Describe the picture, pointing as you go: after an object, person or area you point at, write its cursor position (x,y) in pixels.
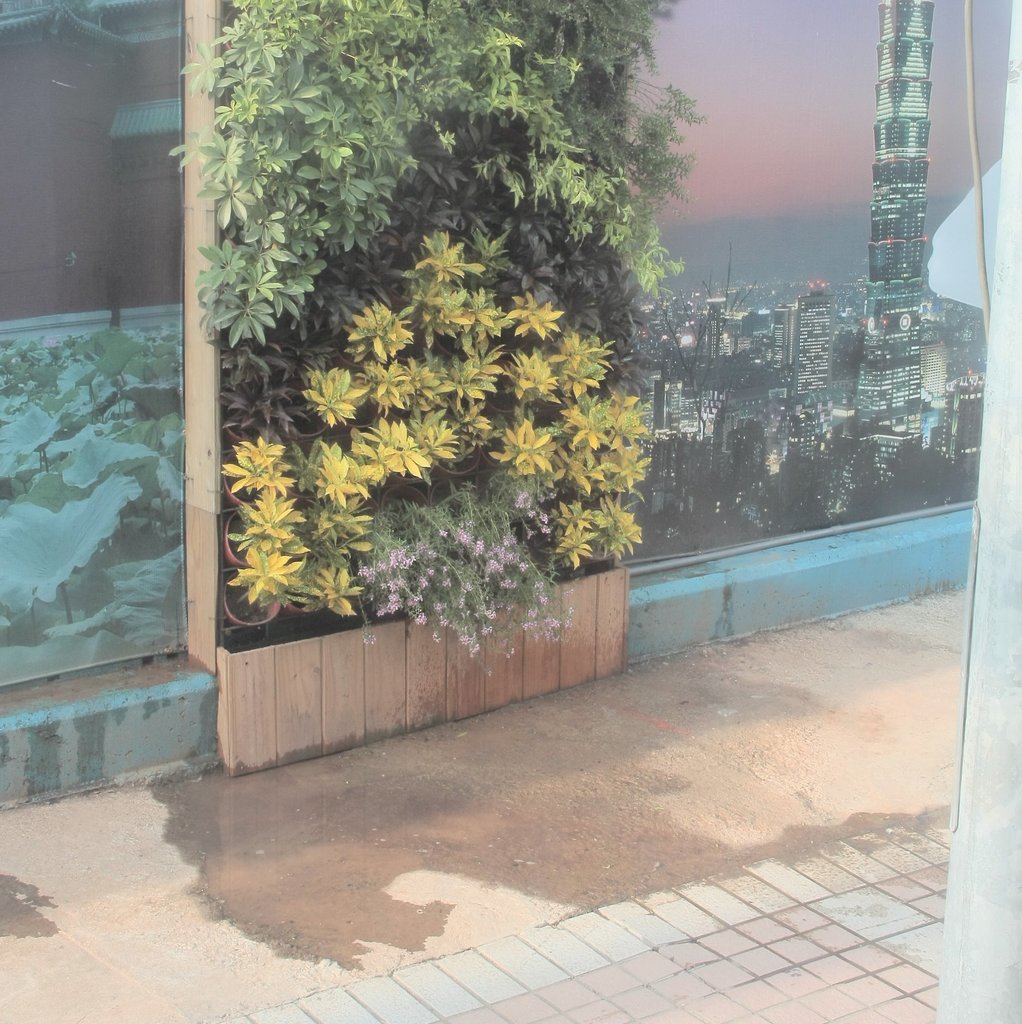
In this picture, there is a wall (185,424). To the wall (94,166), there are plants (424,353) with flowers (437,608). On the wall (736,351), there are buildings (760,355) and sky (779,174). At the bottom (621,916), there is a footpath (761,861). Towards the right (977,867), there is a pole (962,893).
